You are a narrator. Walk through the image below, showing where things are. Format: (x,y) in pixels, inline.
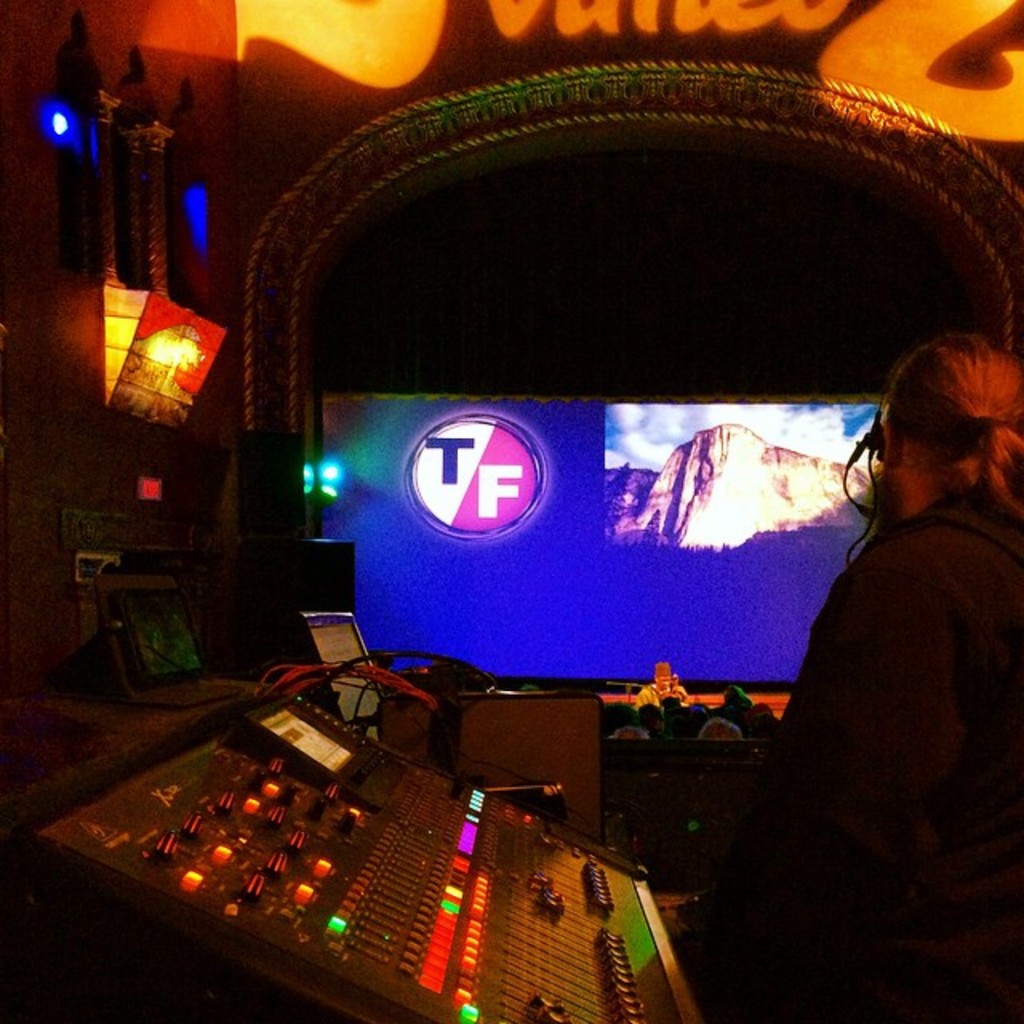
In this picture we can see a person (998,820) is standing on the right side (979,812), at the bottom (619,925) there is an audio controller (394,963), in the background (511,675) there is a screen (569,481), we can see some people (690,715) in the middle (528,680), there is a light (121,392) on the left side (141,408), we can also see some wires (435,663) in the middle (406,680).
